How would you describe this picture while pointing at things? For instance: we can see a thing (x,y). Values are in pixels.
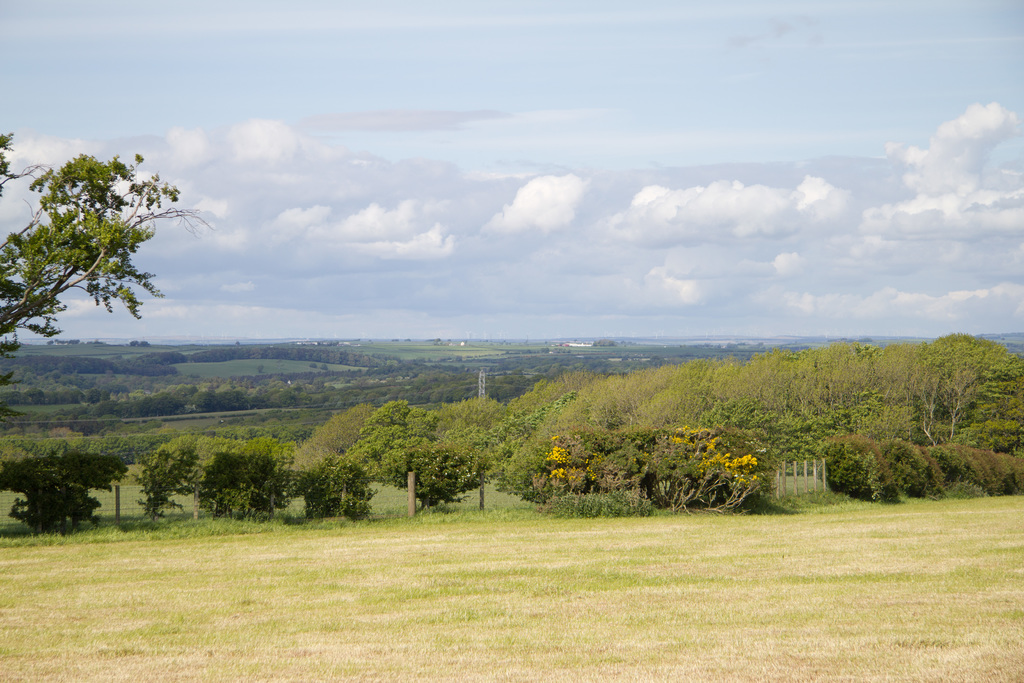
In this picture we can see the grass (439,528), trees (396,469) and a fence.
